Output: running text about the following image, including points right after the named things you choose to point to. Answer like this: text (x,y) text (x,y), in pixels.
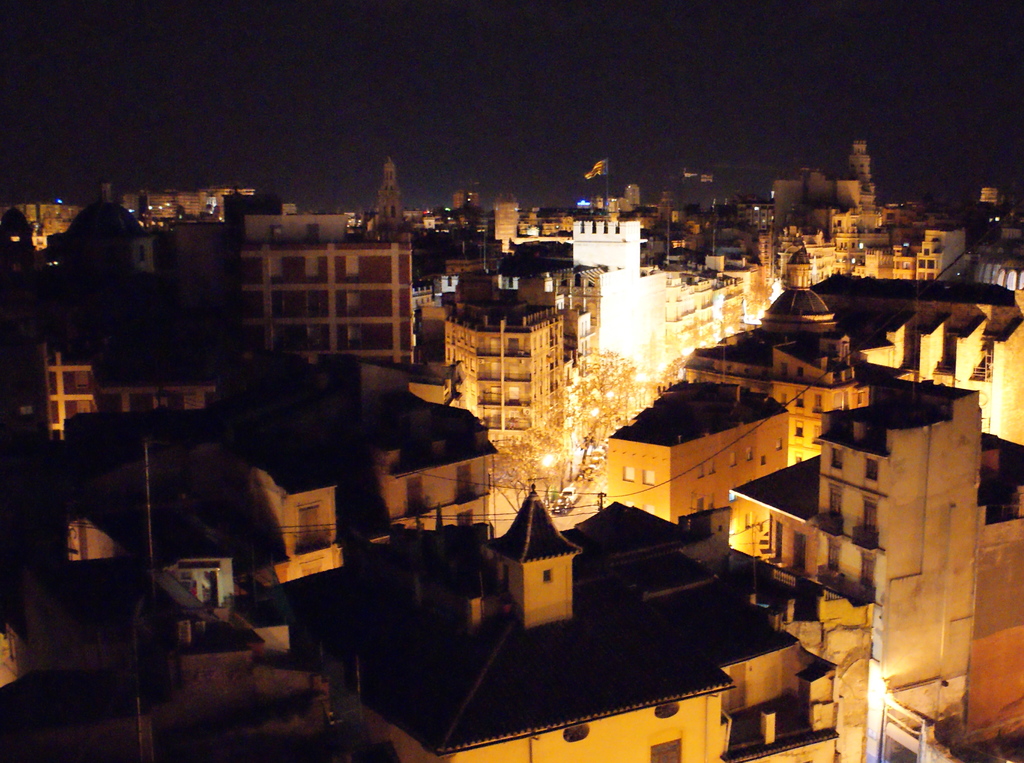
This is the aerial view image of a city (179,295) clicked at night time with street lights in the middle of the path (655,376) with many buildings (66,319) all over the place.
